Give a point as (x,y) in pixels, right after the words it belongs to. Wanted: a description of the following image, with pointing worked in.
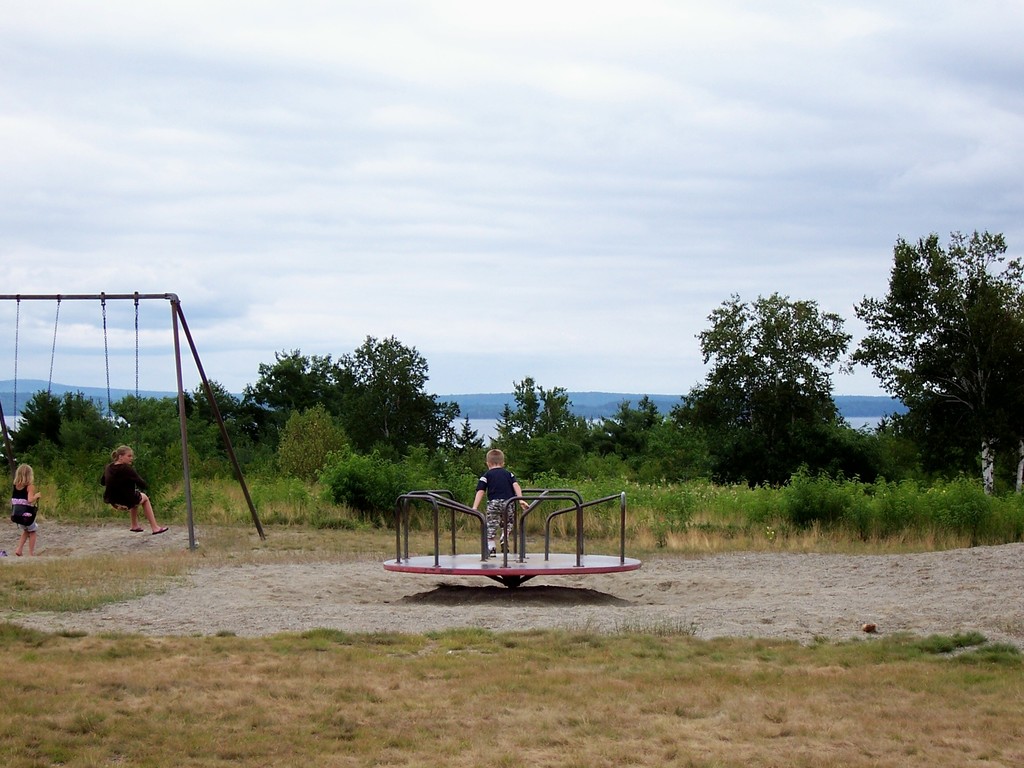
At the bottom of this image (428,674), there is grass (165,676) on the ground (172,716). In the background (108,449), there are three children (27,471) playing, there are trees (986,405), plants (937,503), mountains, water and there are clouds (47,368) in the sky (731,225).
